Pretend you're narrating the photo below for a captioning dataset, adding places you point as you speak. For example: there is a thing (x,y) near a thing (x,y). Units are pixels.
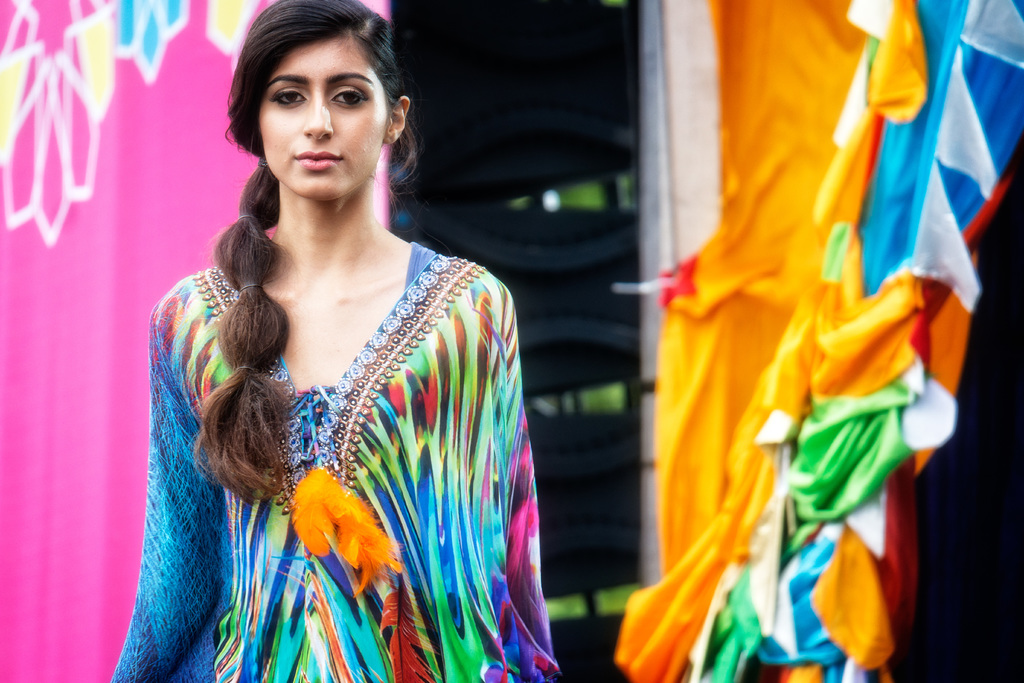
In the image there is a woman (396,502) with colorful dress (378,507) standing, on the right side (727,395) there are colorful clothes (716,453) hanging and on the left side (179,146) there is a pink cloth (126,171) in the background (155,204).
